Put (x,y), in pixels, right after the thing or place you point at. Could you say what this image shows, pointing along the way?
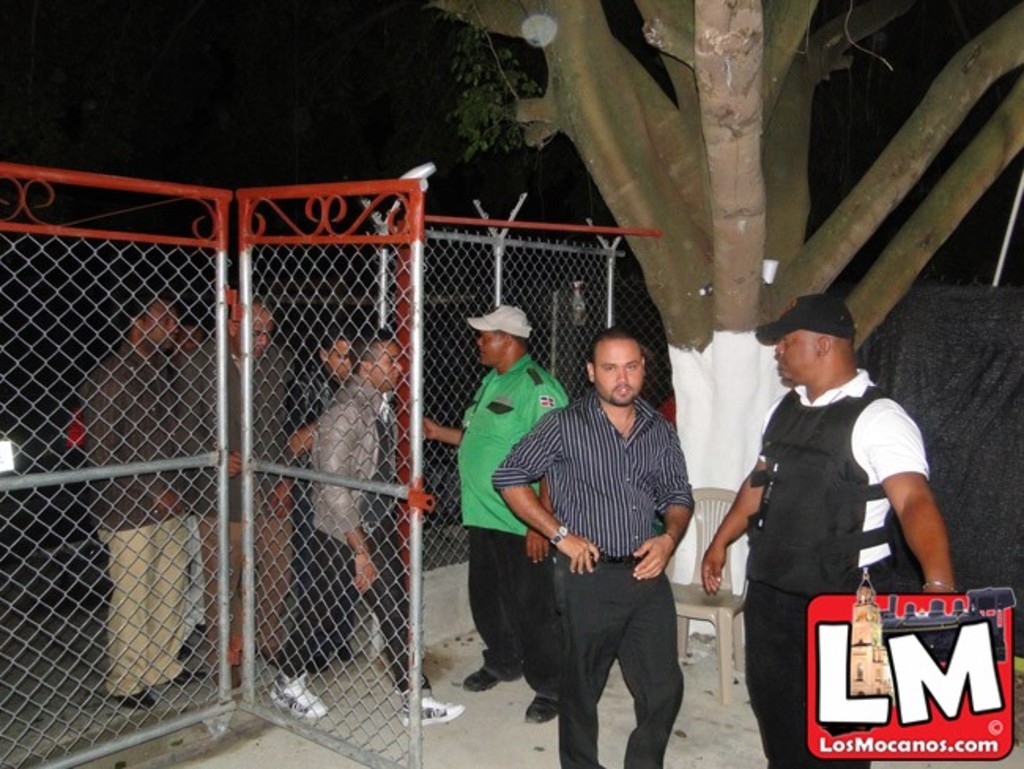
In this image I can see few people (363,374) standing and wearing different color dress (590,463). I can see fencing (244,437) which is in ash and orange color. I can see a tree (682,152) and a chair (699,602).
